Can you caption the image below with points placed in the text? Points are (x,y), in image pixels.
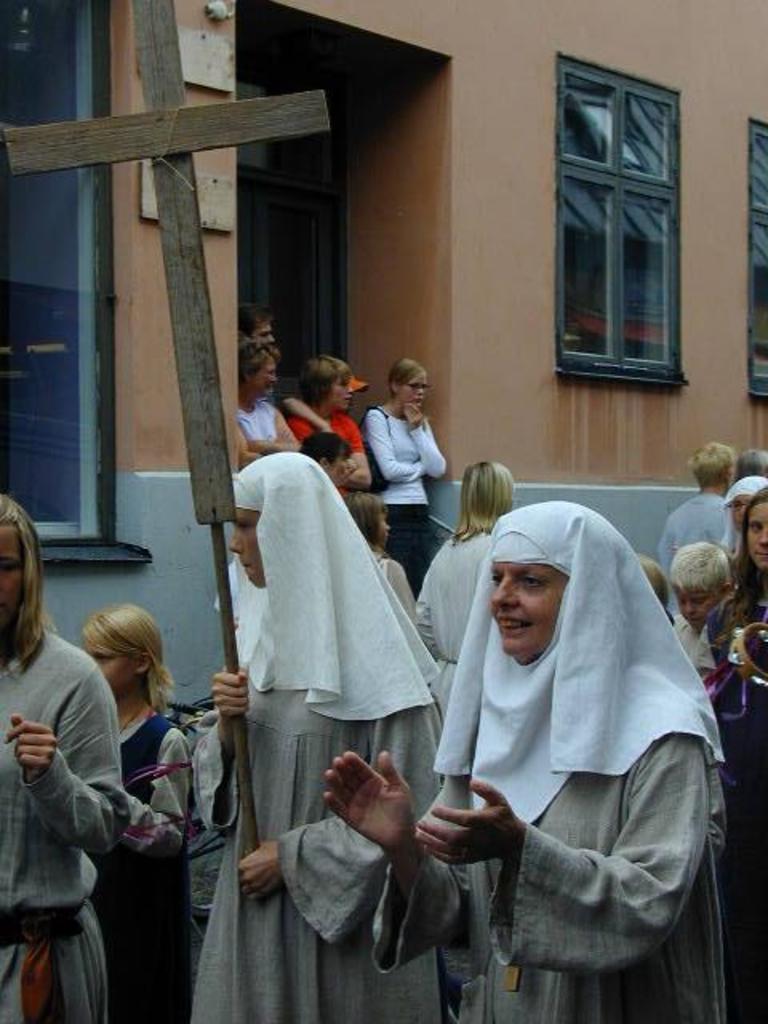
In this image we can see a group of people (472,683) standing. In that a woman (335,752) is holding the cross (180,358) with a pole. On the backside (599,417) we can see a building (599,403) with windows (573,195).
